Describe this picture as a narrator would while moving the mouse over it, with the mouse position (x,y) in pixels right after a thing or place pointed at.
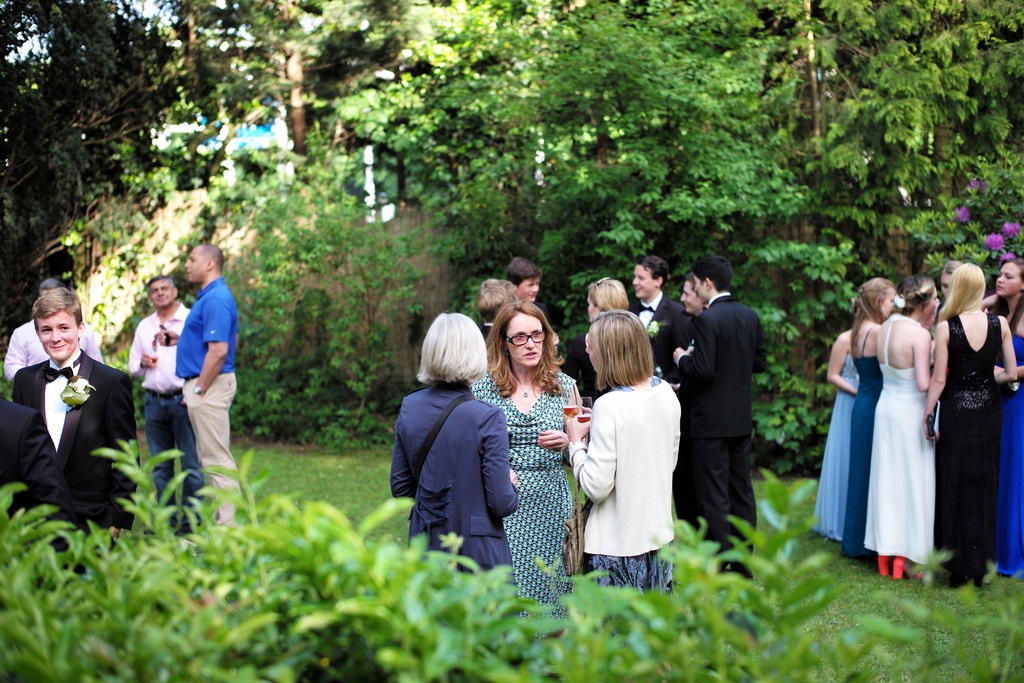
In this image I can see few trees (316,568) which are green in color and few persons (622,421) are standing on the ground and I can see some of them are holding glasses (579,419) in their hands (579,435). I can see few trees (423,134), few flowers (976,183) which are pink in color, few other objects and the sky (151,17).
